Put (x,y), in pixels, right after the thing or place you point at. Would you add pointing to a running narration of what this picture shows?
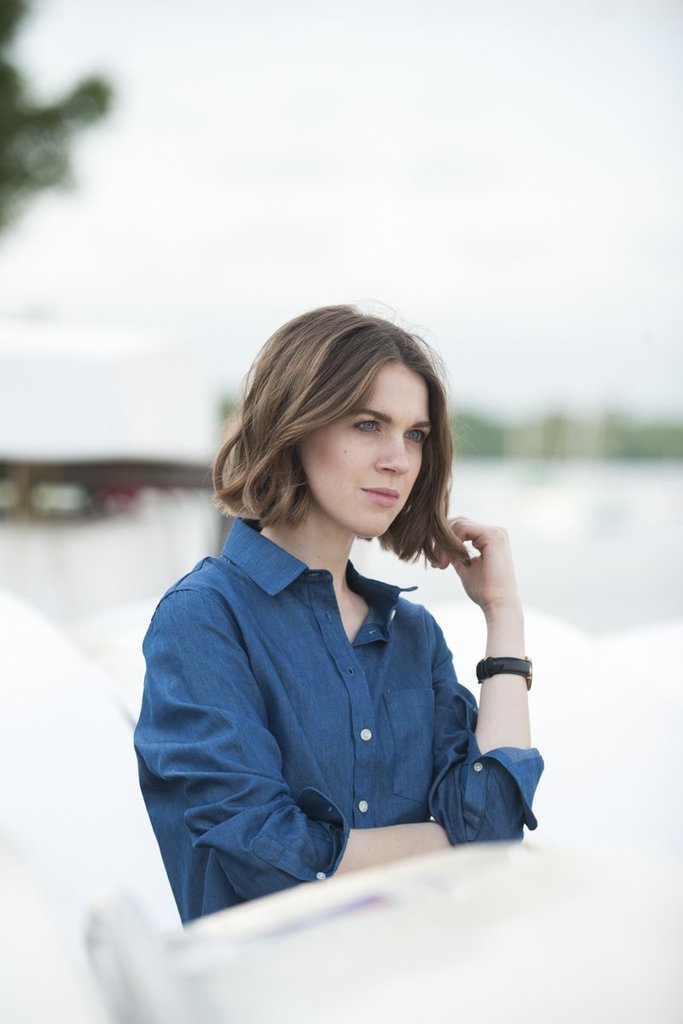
In this picture I can see a woman (173,731), and there is blur background (247,90).
